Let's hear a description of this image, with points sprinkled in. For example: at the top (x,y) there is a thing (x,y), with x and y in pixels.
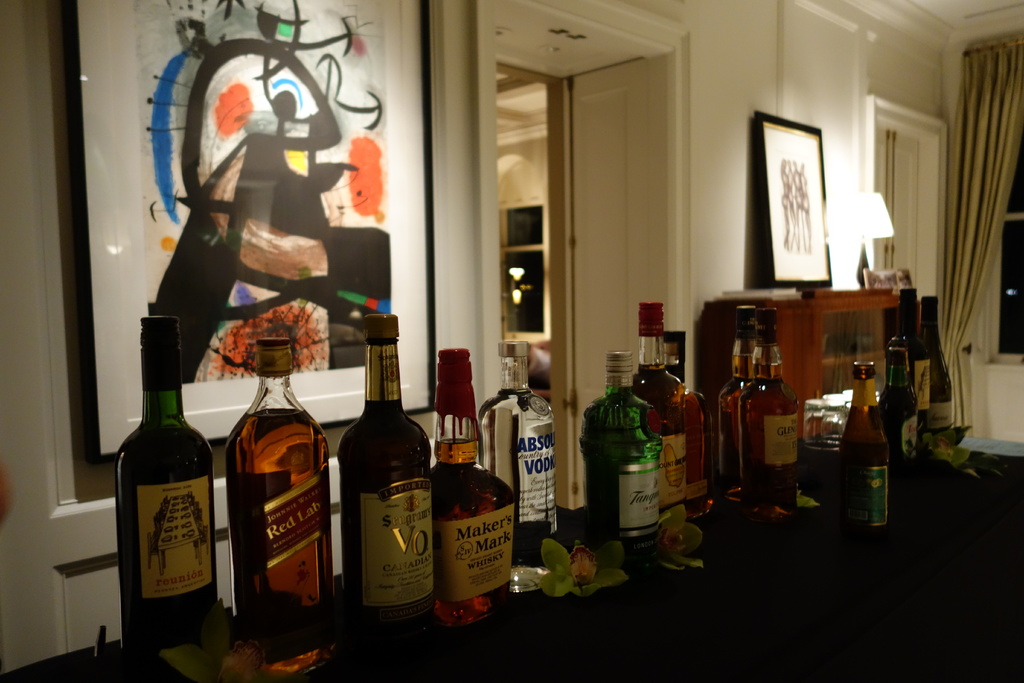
In this image, few bottles (880,448) are placed on the table (570,621). At the background (867,346), we can see wooden, photo frame (799,237) and white wall (700,202), door (591,287). And few painting (248,227) on the left side (253,219). On right side (964,203), there is a window (1008,282) and curtain (969,269).
